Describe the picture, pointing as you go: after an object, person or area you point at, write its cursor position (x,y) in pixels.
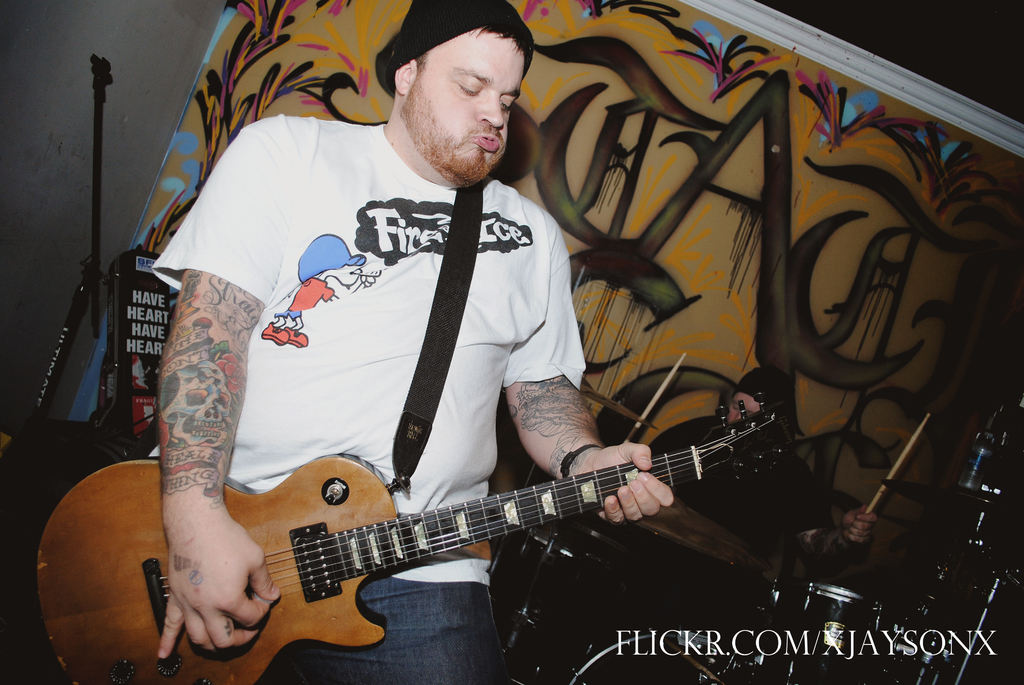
There are two musicians (549,382) in this image. The person (424,300) in the front (418,434) is holding a guitar (315,551) in his hand (221,573) and playing it. In the background (763,493) man (762,509) sitting in front of the drums (720,542) is playing the drums (667,596). In the background (707,262) on the wall (703,206) this is a graffiti (719,203). At the left side (129,354) there is a board (129,354) with the name (146,344) written have heart have heart.
